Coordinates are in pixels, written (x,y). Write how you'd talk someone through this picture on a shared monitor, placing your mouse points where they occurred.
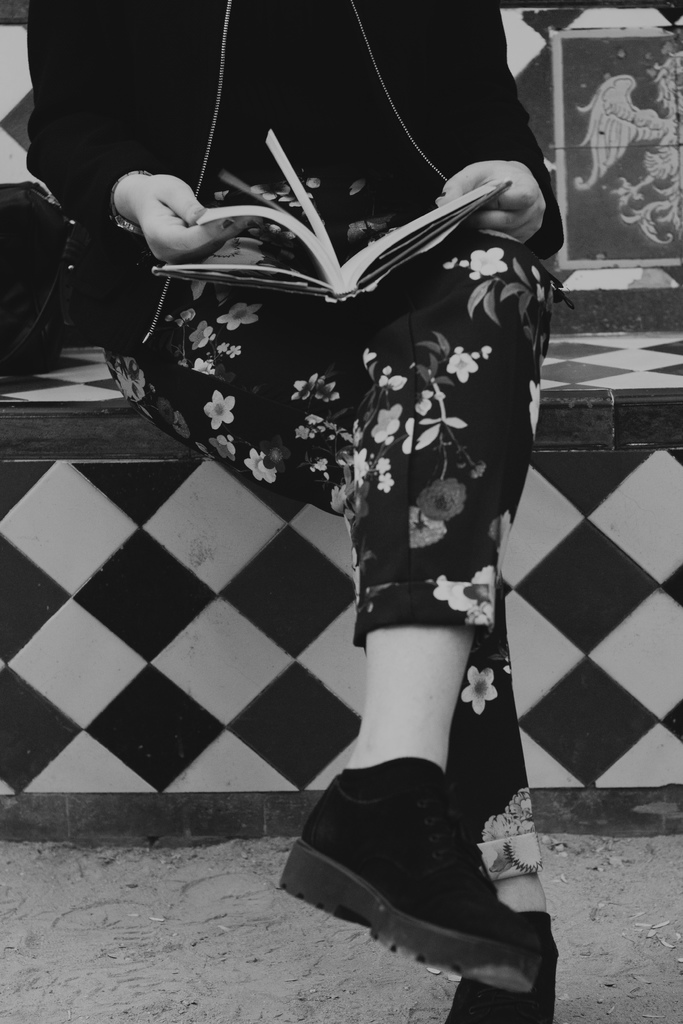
In this picture there is a woman (359,535) wearing black color flower track (431,461) and holding a book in the hand (499,178) and sitting on the black and white bench (200,732).
